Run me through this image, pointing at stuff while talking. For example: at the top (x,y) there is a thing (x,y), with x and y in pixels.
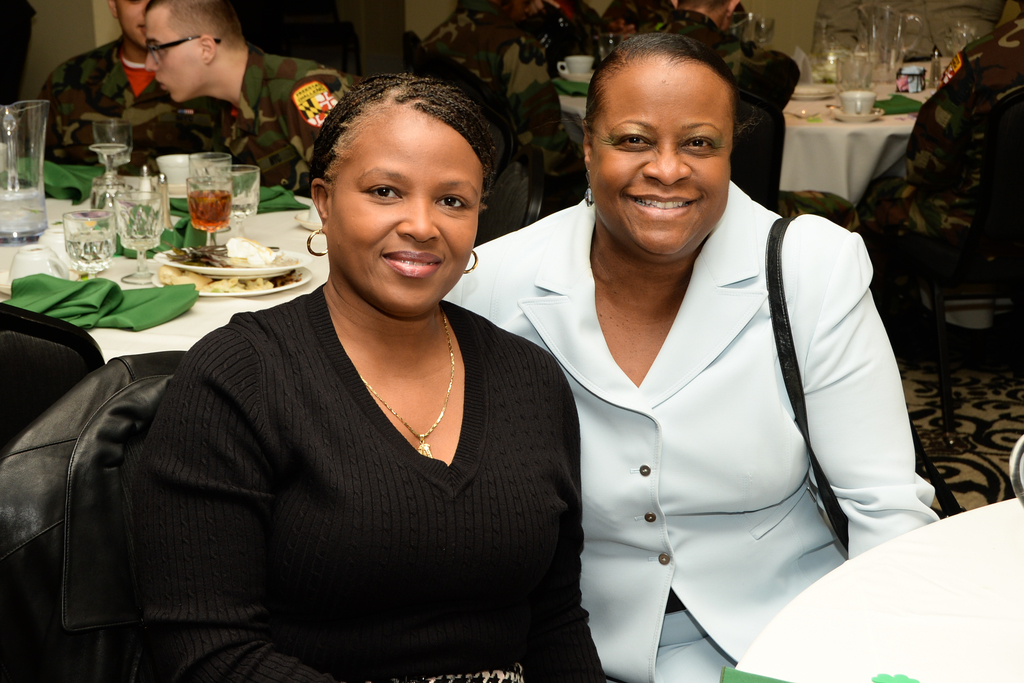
In the image we can see there are people (567,413) who are sitting on chair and on table (220,307) there are glasses (209,241) and in plate (260,275) there are food items (265,265) and there are people (141,65) who are sitting and the two women (557,401) are smiling in front (778,504).
